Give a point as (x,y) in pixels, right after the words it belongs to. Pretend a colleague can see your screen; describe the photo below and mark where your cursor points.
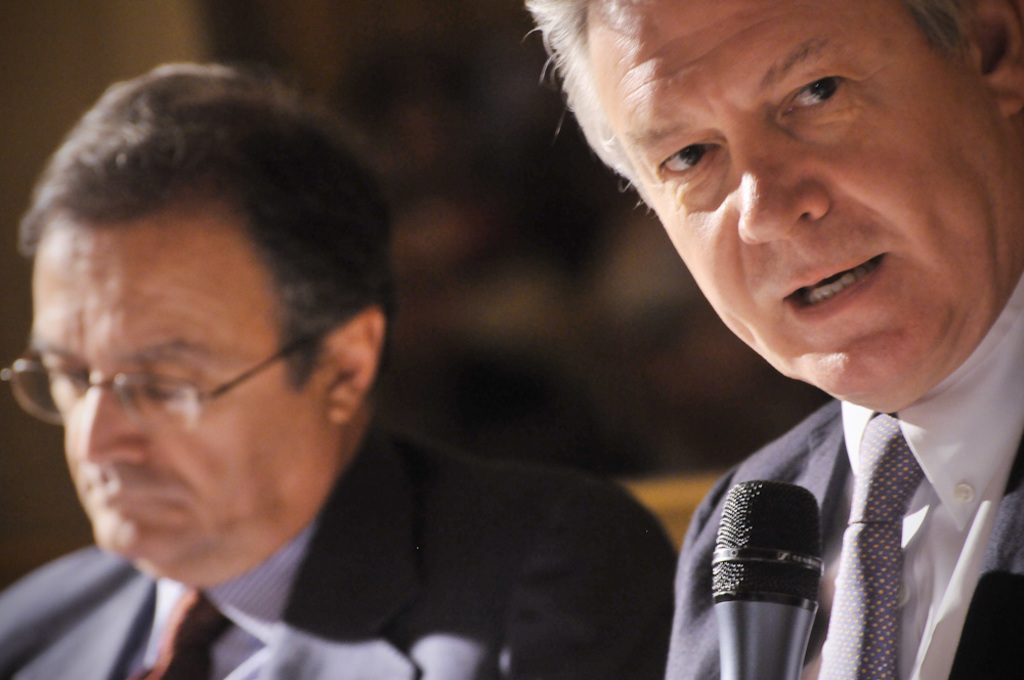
In this image, there are a few people (441,564). We can also see the blurred background (505,57).
